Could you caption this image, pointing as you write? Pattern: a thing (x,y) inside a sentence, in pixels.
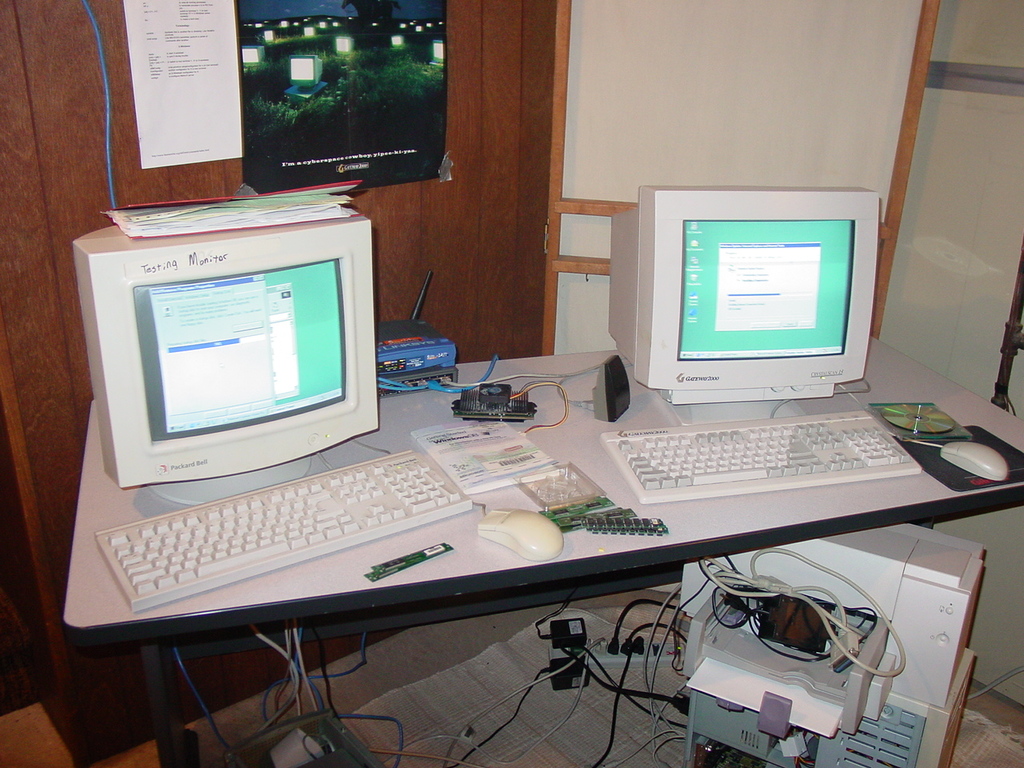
In the picture there are two computers (762,313), CD (934,435), motherboard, router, kept on a white table (579,546), beside the table (577,563) there is a CPU (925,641) on the ground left side there is a switch board (625,662), in the background (494,177) there is a wooden wall (25,169) and a paper (172,75) stick to the wall (462,25), beside that there is photo frame (349,111).
